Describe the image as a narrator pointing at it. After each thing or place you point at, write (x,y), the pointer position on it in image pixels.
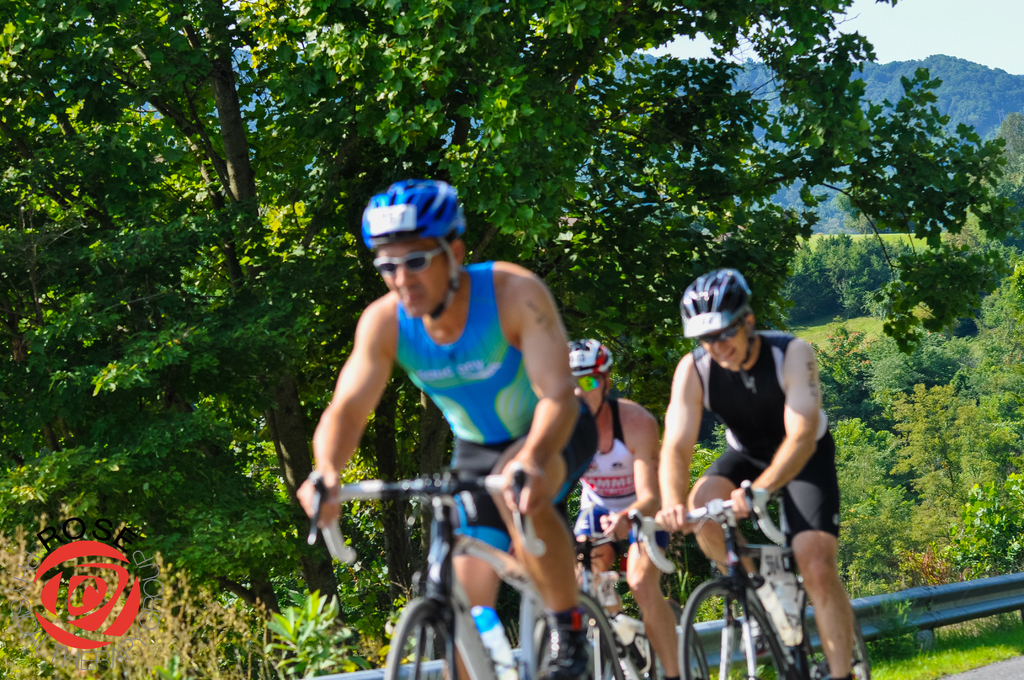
This picture shows three people (437,292) riding bicycle (602,632), in the background (955,621) we can see metal (903,594) and couple of trees (688,119).
